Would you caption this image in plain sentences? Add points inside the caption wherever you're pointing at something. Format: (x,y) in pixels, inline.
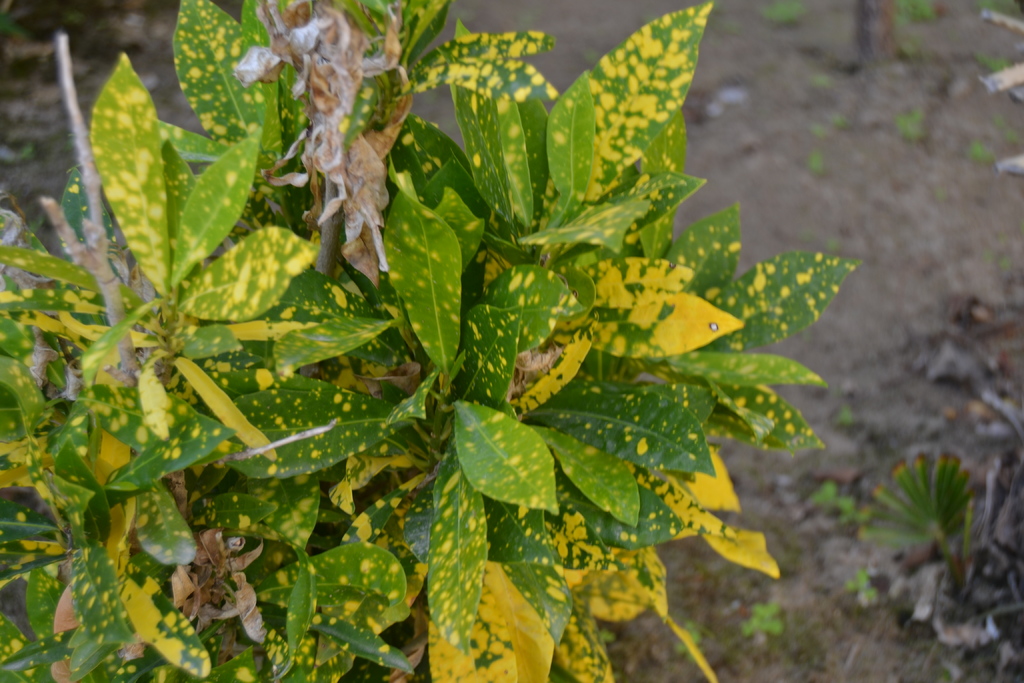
In this picture there is a plant (422,250) in the foreground (535,250) and the leaves (554,429) are in green and in yellow color. At the bottom (957,506) there are plants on the ground (909,373).
